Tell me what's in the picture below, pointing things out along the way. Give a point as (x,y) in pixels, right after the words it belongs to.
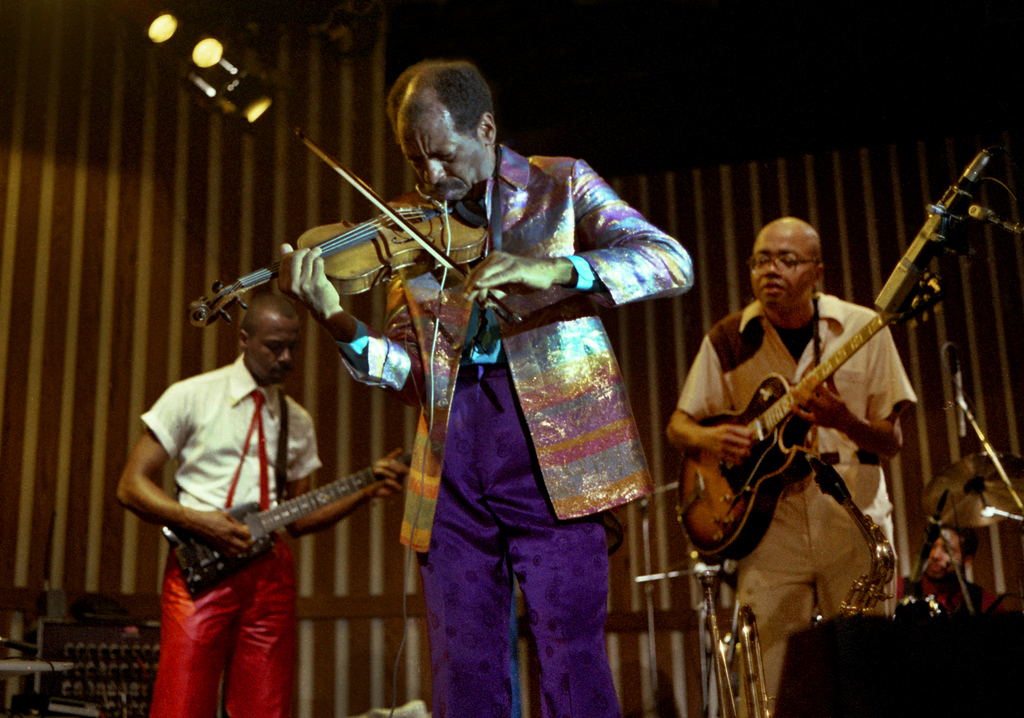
In this picture there are three people (532,464) standing on the stage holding some musical instruments (740,483) and playing them.
